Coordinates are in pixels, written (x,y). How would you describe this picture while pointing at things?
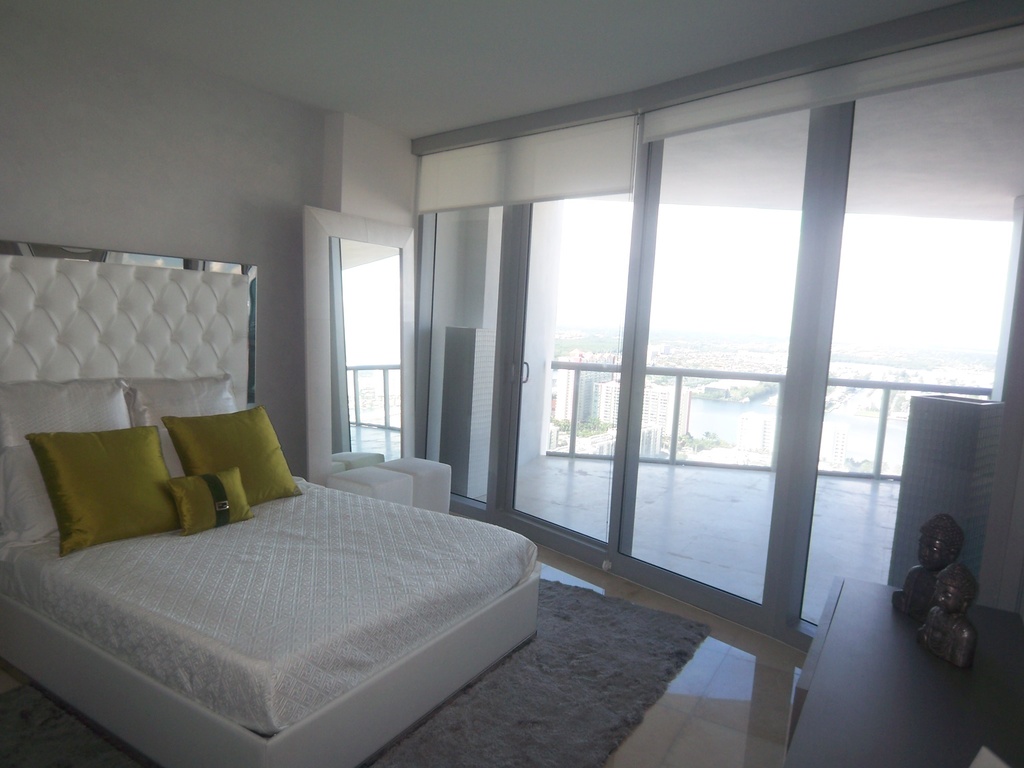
In this image, we can see an inside view of a building (583,43). There is a bed (304,590) in the bottom left of the image (198,625) contains some pillows (233,468). There are sculptures (950,616) on the table (924,676) which is in the bottom right of the image (855,718). There is a door (556,373) in the middle of the image (563,350).
